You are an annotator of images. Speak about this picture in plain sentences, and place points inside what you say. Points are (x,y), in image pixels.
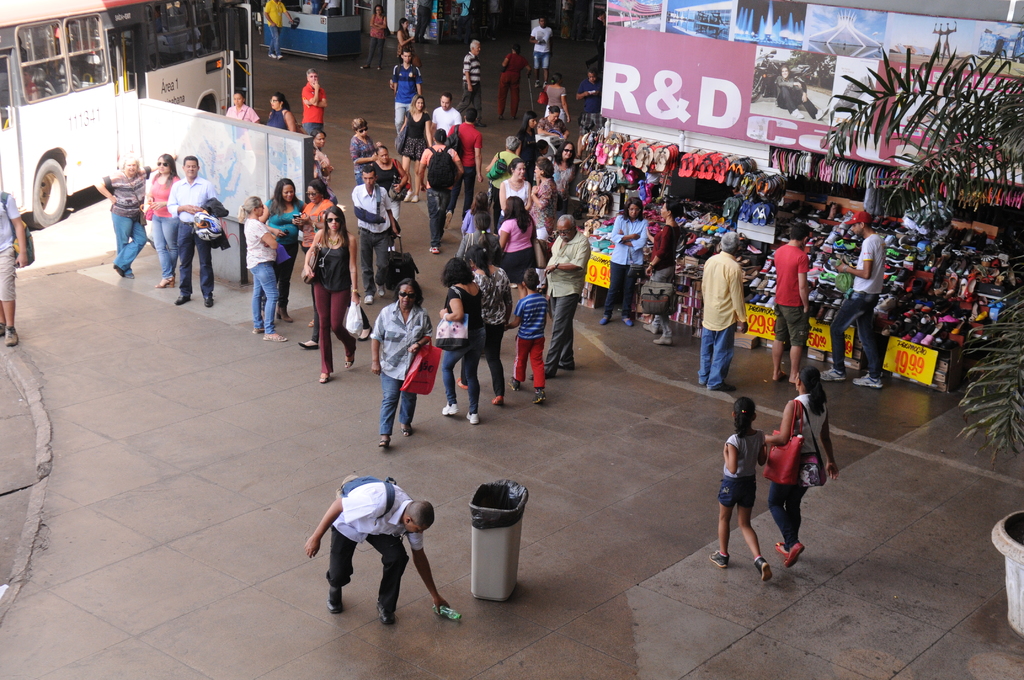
In this picture we can see a group of people (315,169) on the floor (426,467), dustbin (502,488), bags (659,307), posters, plant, footwear (818,277), bus (39,141) and some objects (222,169).
